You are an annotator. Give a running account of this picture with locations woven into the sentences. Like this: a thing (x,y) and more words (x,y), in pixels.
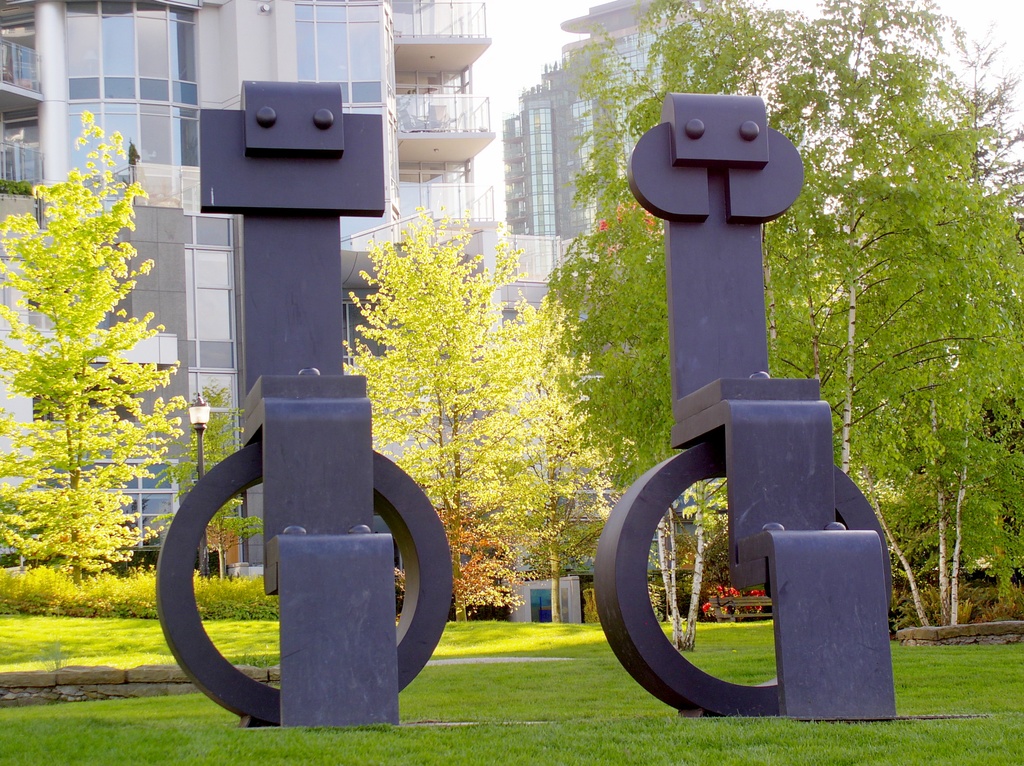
In this image, we can see sculptures (314,322) and in the background (801,117), there are trees (466,233), buildings (565,248) and we can see a bench (733,611).
